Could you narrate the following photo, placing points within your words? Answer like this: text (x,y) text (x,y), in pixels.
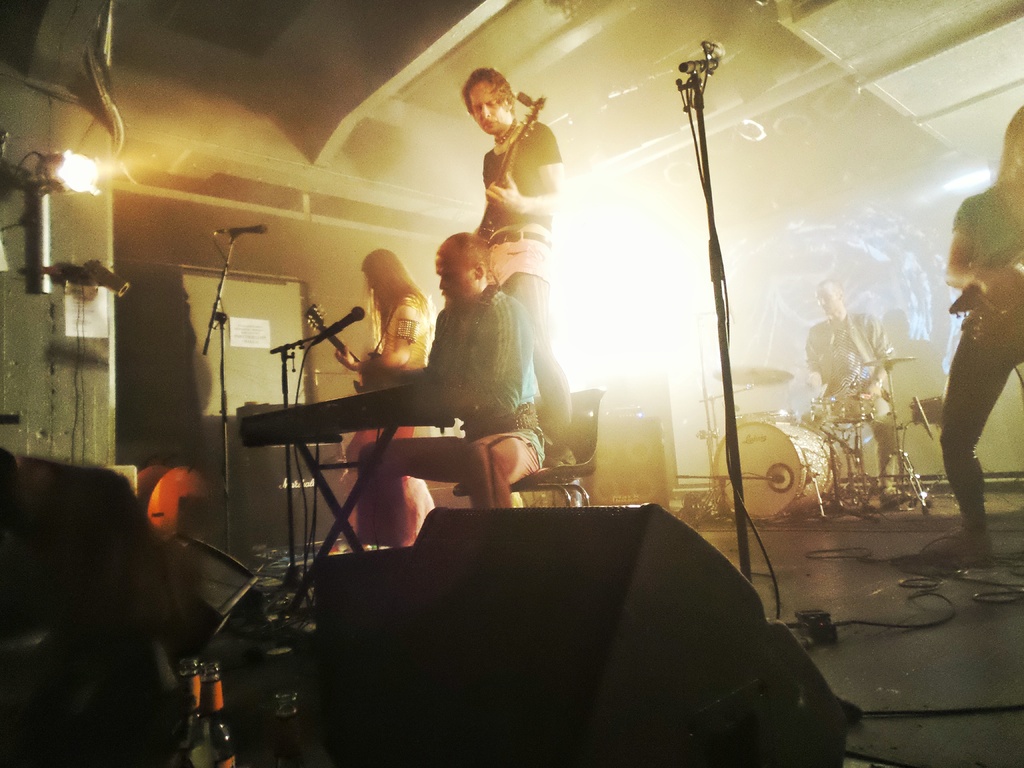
In this picture we can find a man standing and holding a guitar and other man (467,333) is sitting on a chair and playing a musical instruments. Beside to him one person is standing and holding a guitar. In the background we can find person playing a musical instruments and drums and just beside him we can find another person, and we can find light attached to the wall (165,330) and some micro phones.
